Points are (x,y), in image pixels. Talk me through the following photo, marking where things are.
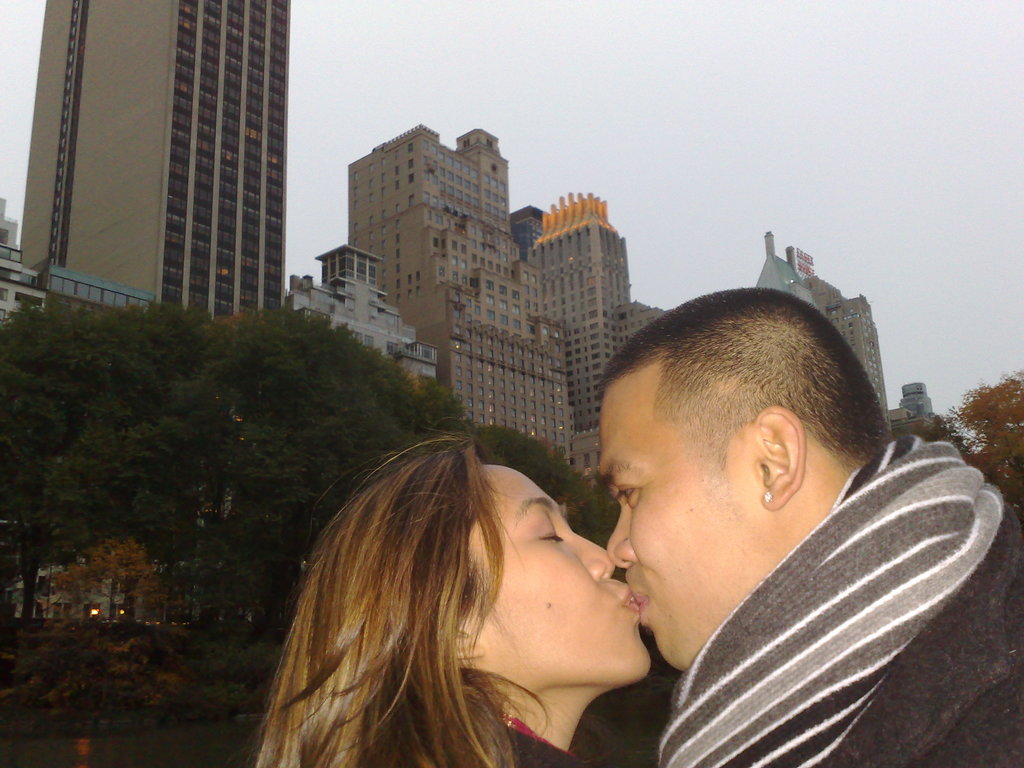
In this image I see a man (641,437) and a woman (390,521) who are kissing and in the background (103,139) I see the trees (52,330), buildings (500,422) and the sky (681,150).
